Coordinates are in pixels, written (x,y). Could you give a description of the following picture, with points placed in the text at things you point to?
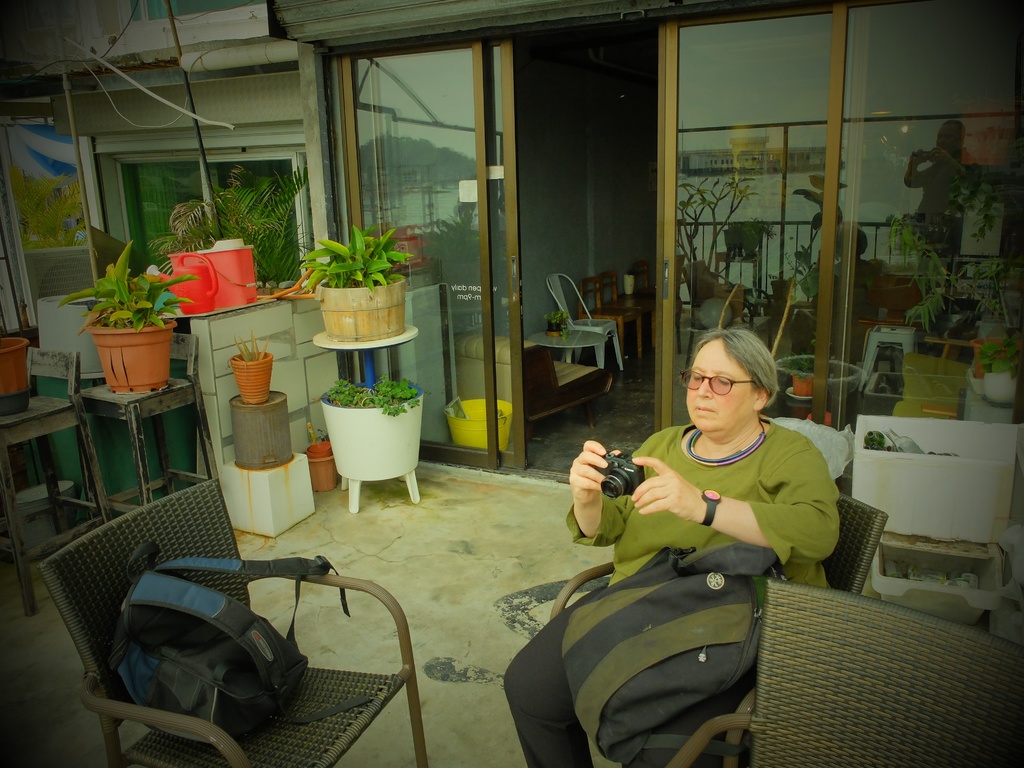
In this picture we can see a lady (576,491) sitting on the chair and holding the camera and also two backpacks (578,632) and other two chairs (175,550) and some plants (361,449) on the tables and some chairs (558,391) around her.
